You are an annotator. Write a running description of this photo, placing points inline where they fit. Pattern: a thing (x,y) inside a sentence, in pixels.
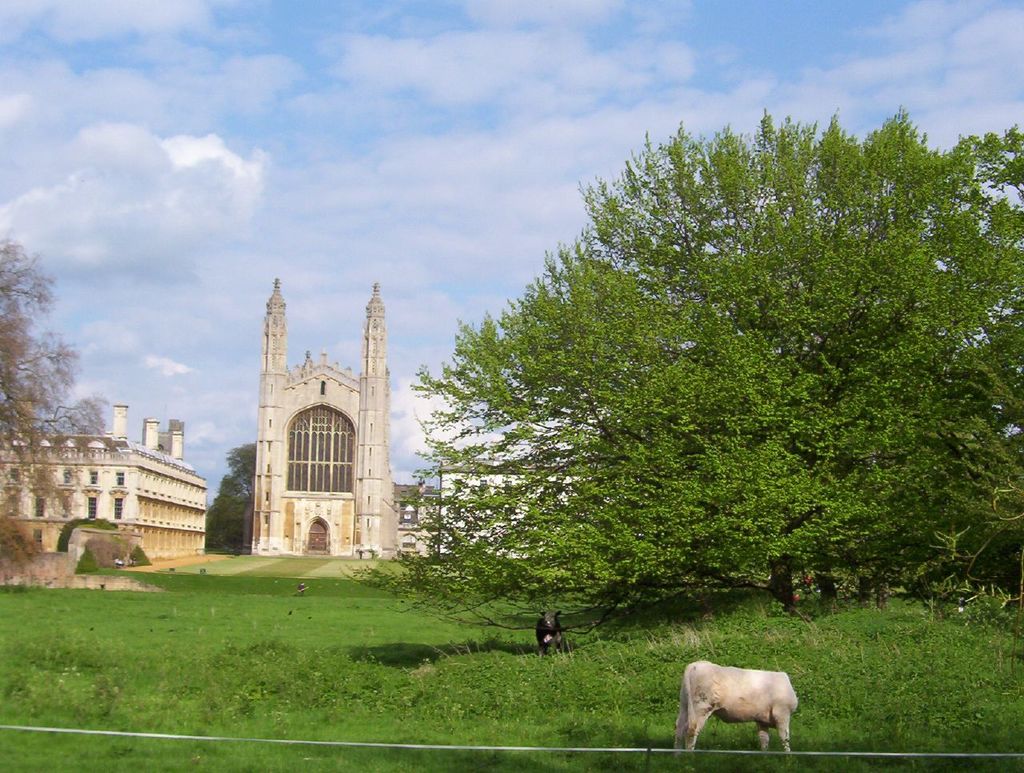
In this image we can see a castle (293,474), buildings (464,495), trees (550,515), animals (793,695), grass (660,668) and also the sky (591,155) with the clouds (861,112). At the bottom (189,738) we can see the rope (483,748).
